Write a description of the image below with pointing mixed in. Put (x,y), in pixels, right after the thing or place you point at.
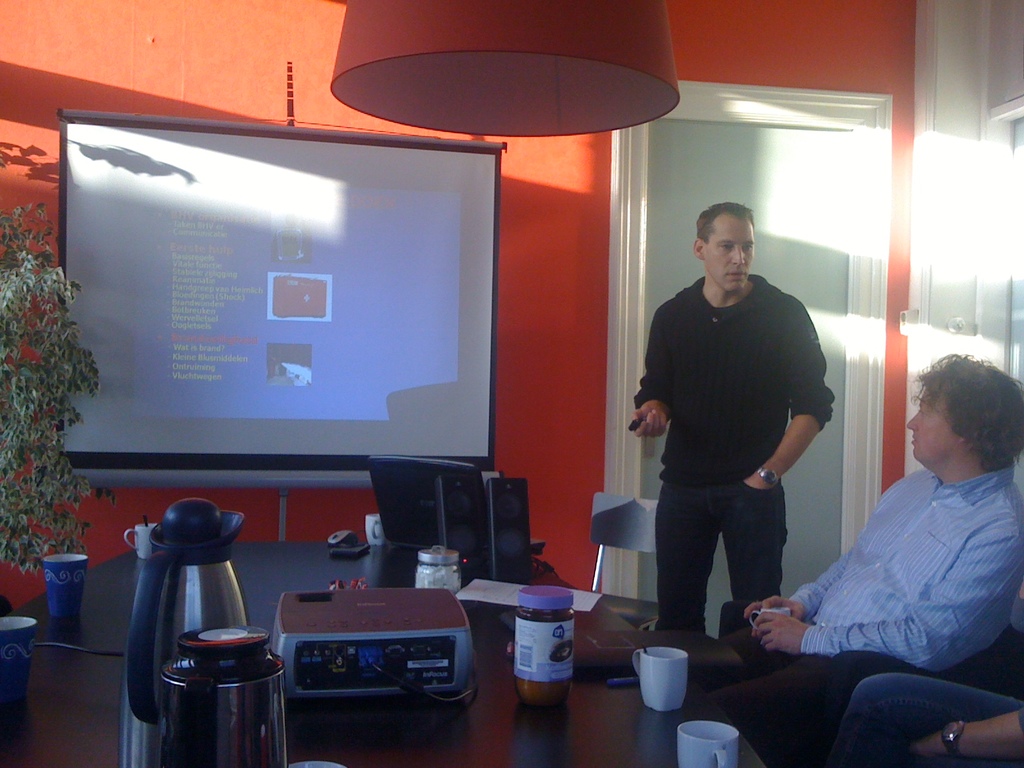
It looks like a room (24,88) inside the office (32,149), there is a projector screen (217,321) and something is displayed on the screen (346,318), in front of that there is a black color table (102,692), on the table (135,561) there is a flask (207,643), bottle (515,673), some cups (645,692) and a projecting machine (392,644), to the right side (931,553) that is a person (927,569) sitting, beside him there is a man (757,390) standing and talking to him in the background (148,49) there is orange color light (530,52) and sunlight (113,33) is falling on that wall (572,420).
